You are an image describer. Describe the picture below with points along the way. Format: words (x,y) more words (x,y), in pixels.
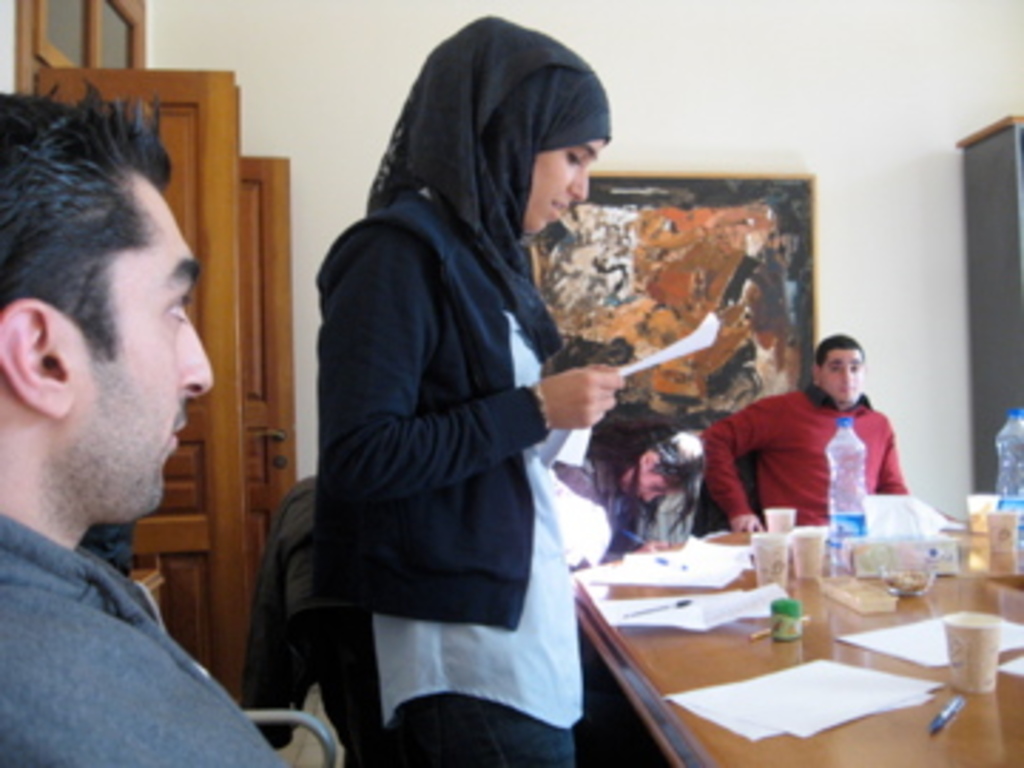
In this image I see a woman (543,760) who is standing and holding a paper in her hands (549,400), I can also see few people (48,392) sitting and there is a table (695,727) in front (1005,664), on which there are cups (794,524), bottles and papers (635,571). In the background (304,6) i see the doors (289,417) and the wall (248,33).
